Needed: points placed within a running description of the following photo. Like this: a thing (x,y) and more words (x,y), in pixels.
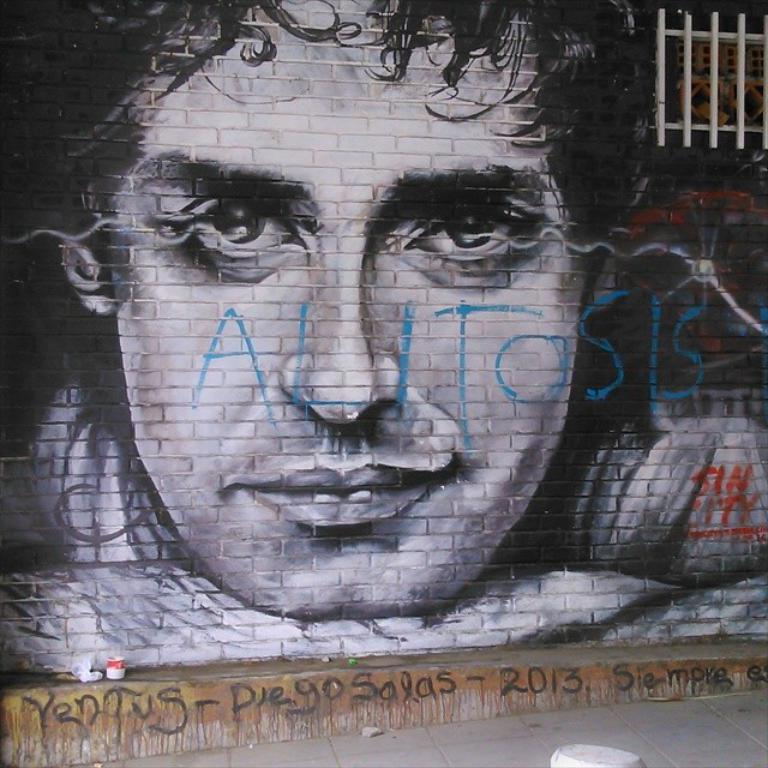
In this picture I can see there is a sketch (351,368) of a man (382,496) drawn on the wall (332,549) and the man (427,524) is smiling and there is a window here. There is something written on the bottom (153,711).
